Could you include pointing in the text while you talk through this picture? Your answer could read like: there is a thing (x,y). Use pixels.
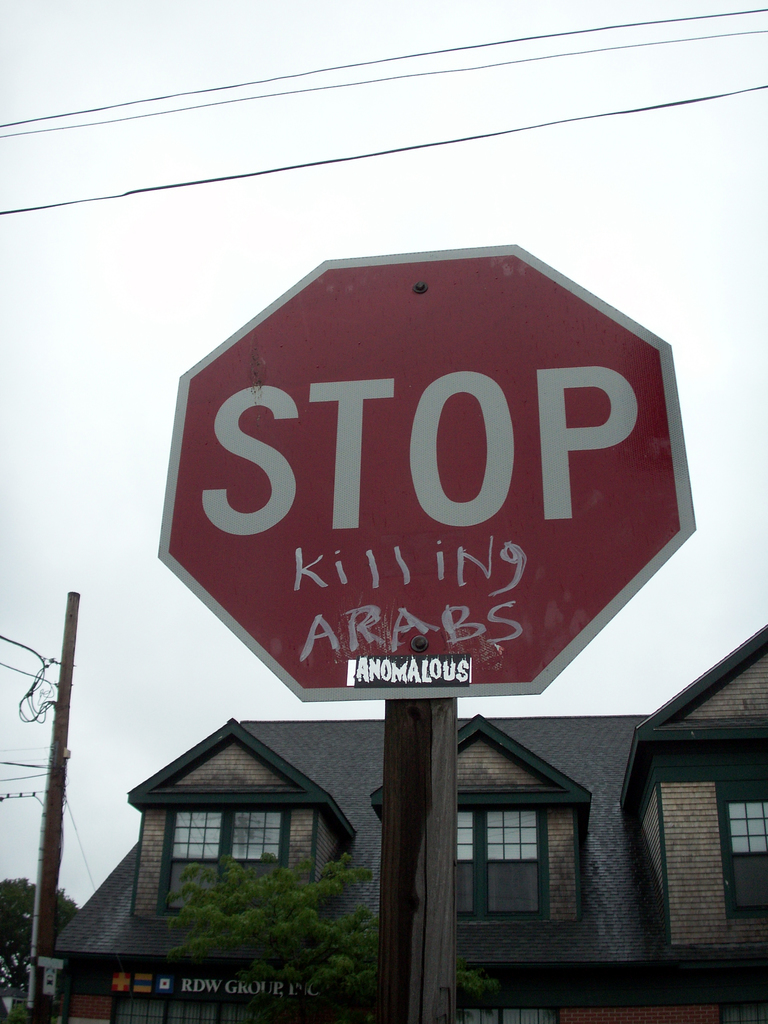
In this picture I can see a pole (451,716) on which there is a board (454,381) and I see something is written on it. In the background (344,801) I can see a buildings (257,733), few trees (13,895), a board (222,977) on which there are words (250,989) written, another pole (66,686) on the left (59,793) on which there are wires (44,710) and I can see the sky (33,728) and I can also see few more wires (415,56) on the top of this image (541,38).
